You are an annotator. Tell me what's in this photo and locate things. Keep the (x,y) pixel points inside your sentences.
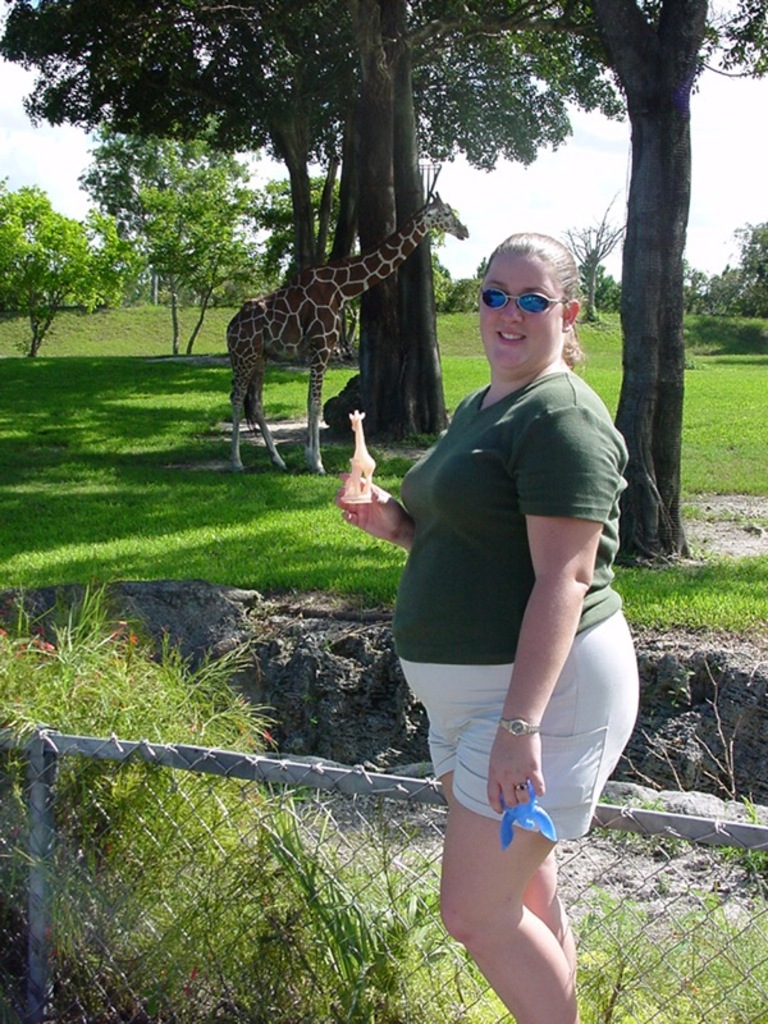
In this image we can see a woman (612,704) standing and holding objects (509,831) in her hand (388,518). In the background (397,478), we can see a giraffe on the ground (385,478), some plants (13,889), grass (242,549) and a fence (659,1013). At the top of the image (259,47) we can see a group of trees (334,89) and the sky (711,149).
